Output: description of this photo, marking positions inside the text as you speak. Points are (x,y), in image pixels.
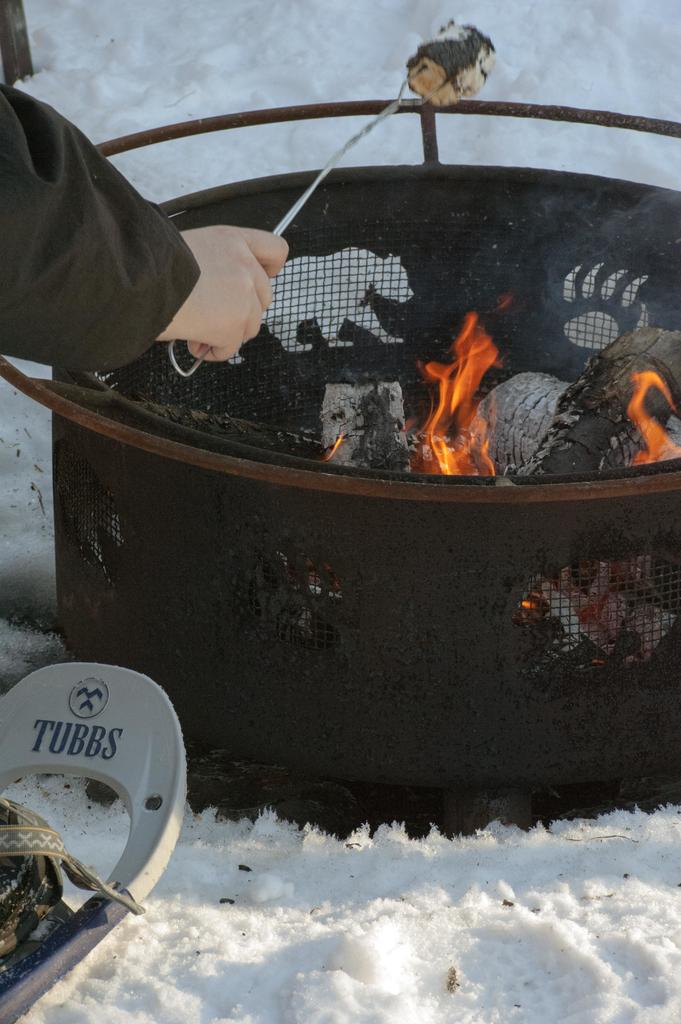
In this image, we can see a person hand (203,346) holding a stick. There is an object (111,699) in the bottom left of the image (91,896). There is a fire pit (451,680) in the middle of the image (272,683).
